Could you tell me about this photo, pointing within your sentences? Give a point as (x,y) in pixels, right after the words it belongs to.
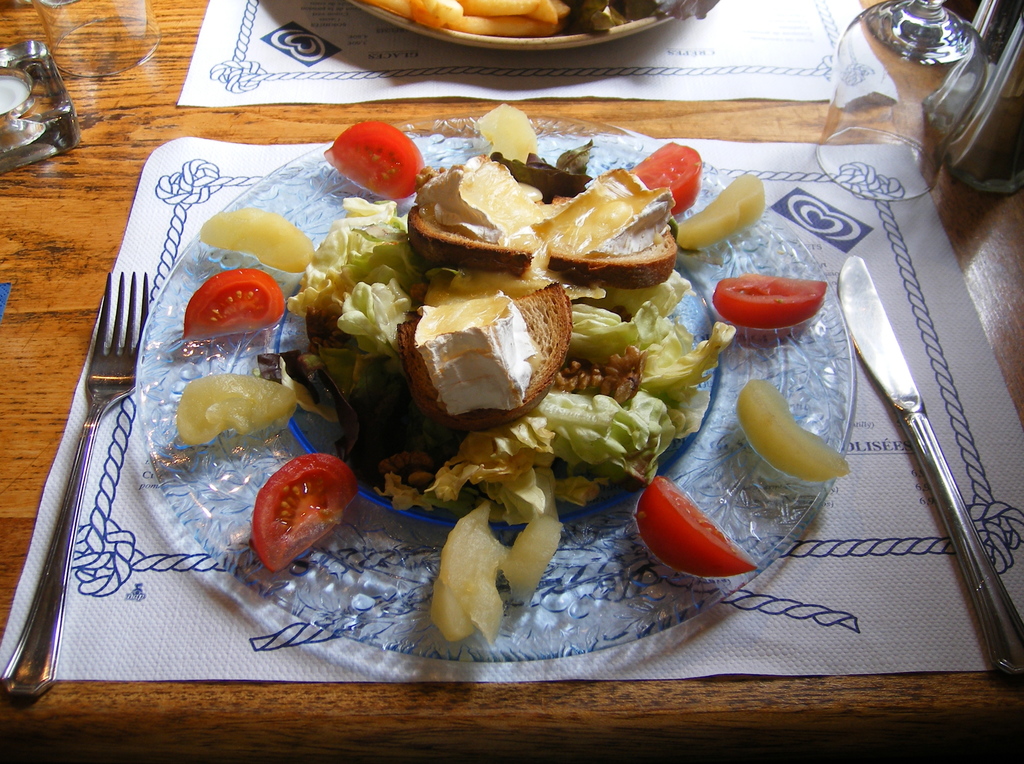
In the image we can see a wooden surface (37,207), on it there are tissue papers (186,159), glass (97,28) and other things (998,137). On the tissue papers (445,69) we can see there are plates (787,354) and on the plate (787,389) we can see food items (575,441). We can even see knife (928,450) and fork (81,492). Here we can see wine glass (910,144).
